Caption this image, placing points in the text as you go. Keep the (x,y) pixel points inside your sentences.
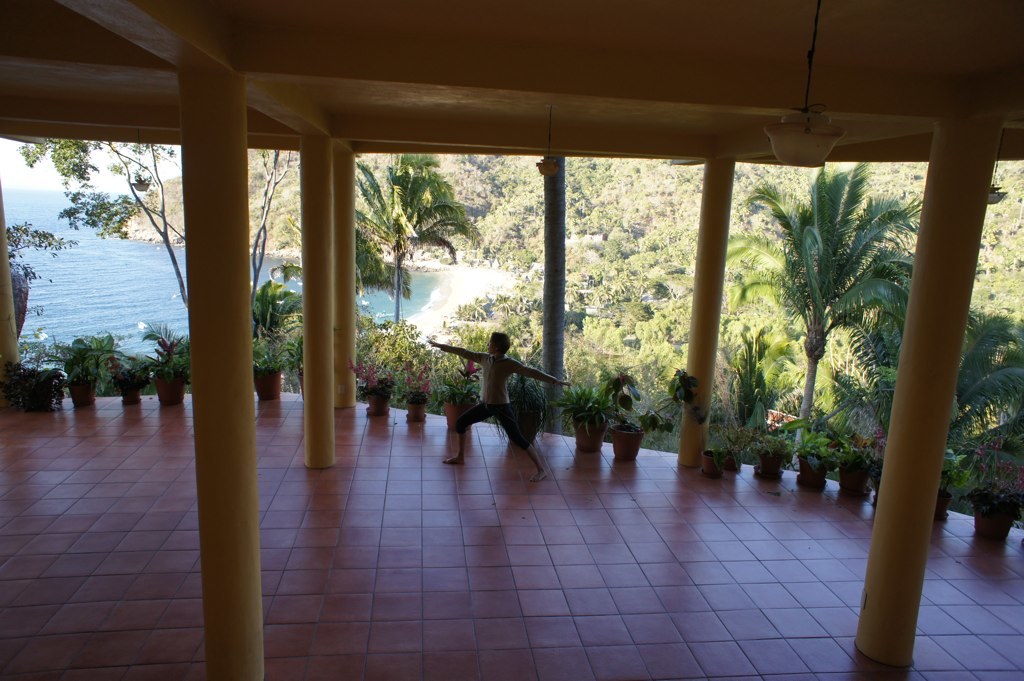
In this image we can see a person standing on the floor (332,469), there are house plants (179,360), trees (678,258), pillars (937,341), roof (443,129), also we can see the ocean (182,269).
